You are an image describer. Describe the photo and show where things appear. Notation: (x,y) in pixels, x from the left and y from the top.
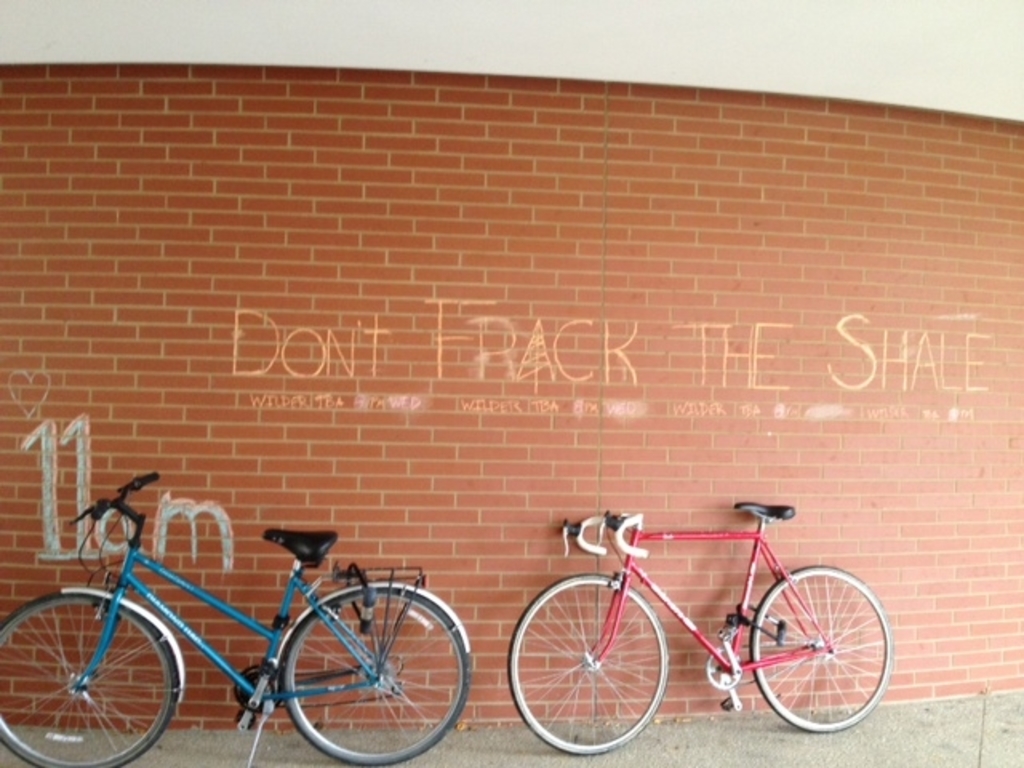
In the given image we can see there are two bicycles (316,614) parked. There is a brick wall (347,281), on the wall (309,253) there is some text (697,390) and the bicycles (177,674) are parked on the road (485,739).
